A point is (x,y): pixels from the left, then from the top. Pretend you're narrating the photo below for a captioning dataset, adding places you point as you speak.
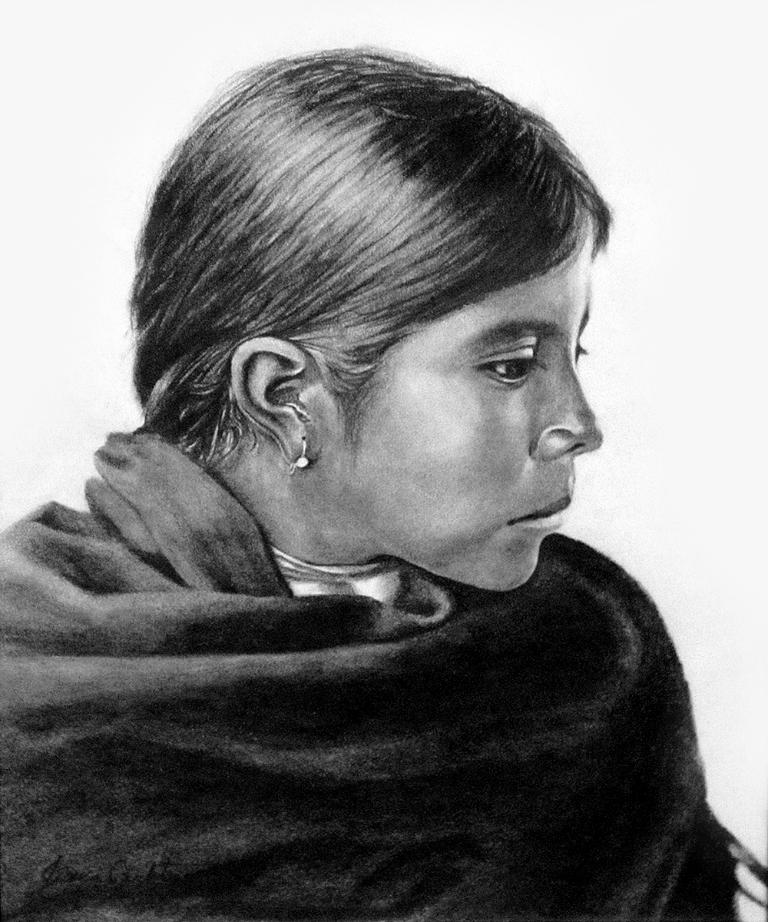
In this picture I can see painting (376,655) of a woman (376,655) and I can see white background (727,394).
